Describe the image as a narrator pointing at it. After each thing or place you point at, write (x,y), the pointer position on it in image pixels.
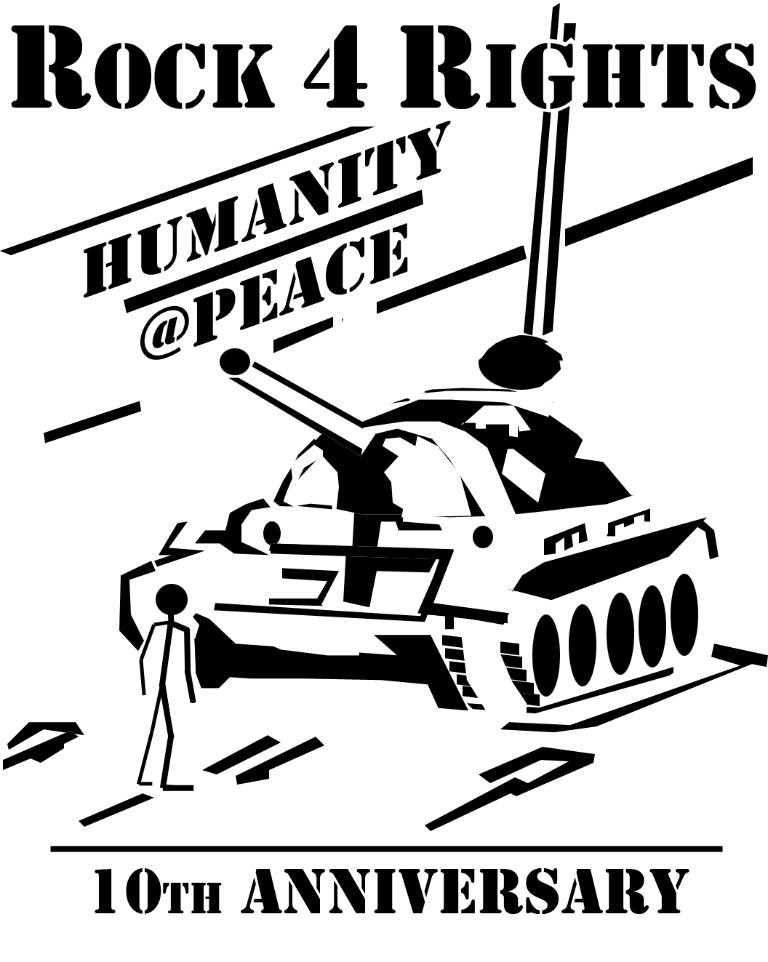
In this image I can see the poster (252,343). In the poster (392,478) I can see the military tank (322,565), person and something is written on it.
